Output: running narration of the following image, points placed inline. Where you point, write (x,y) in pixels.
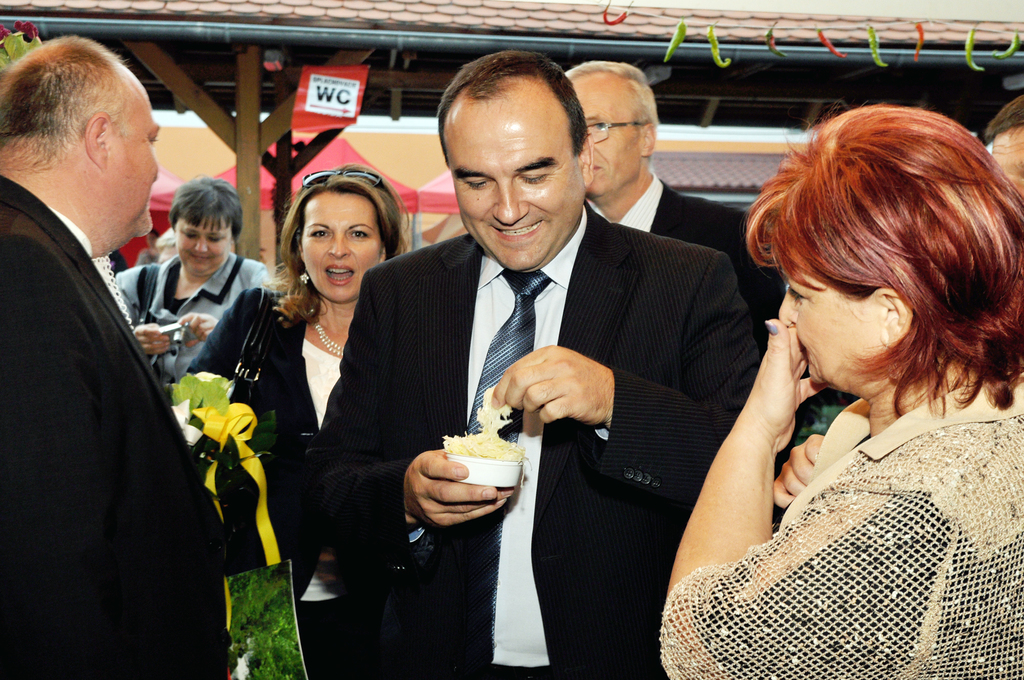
In this image I can see on the right side (793,410) a woman (793,410) is there, in the middle (611,256) a man (529,386) is standing and trying to eat, he wore coat (625,426), tie (519,311), shirt (547,337). Behind him there is a woman (271,333) smiling, she wore black color coat (268,365), on the left side (126,464) there is another man (114,432) looking at that side behind them there is a shed (455,49) and there is a white color paper (337,106) to it.
